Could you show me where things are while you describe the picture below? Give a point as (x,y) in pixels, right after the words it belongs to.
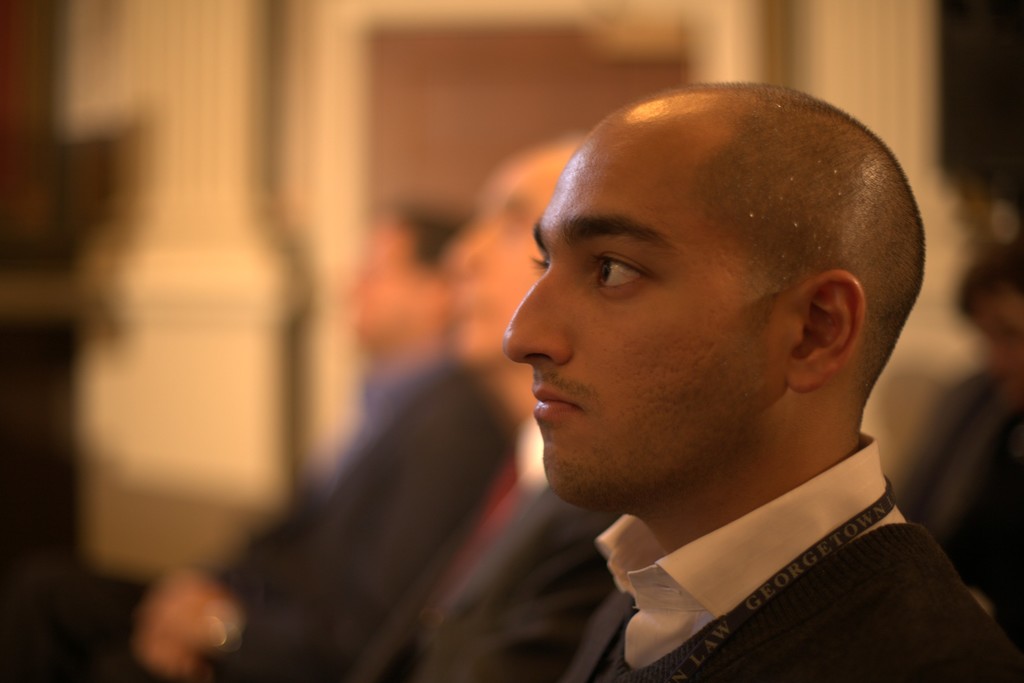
In this image, I can see the man (748,527). He wore a shirt (695,617) and a sweater (862,607). This looks like a tag (730,629). I can see two people (457,570) sitting. The background (221,396) looks blurry.
